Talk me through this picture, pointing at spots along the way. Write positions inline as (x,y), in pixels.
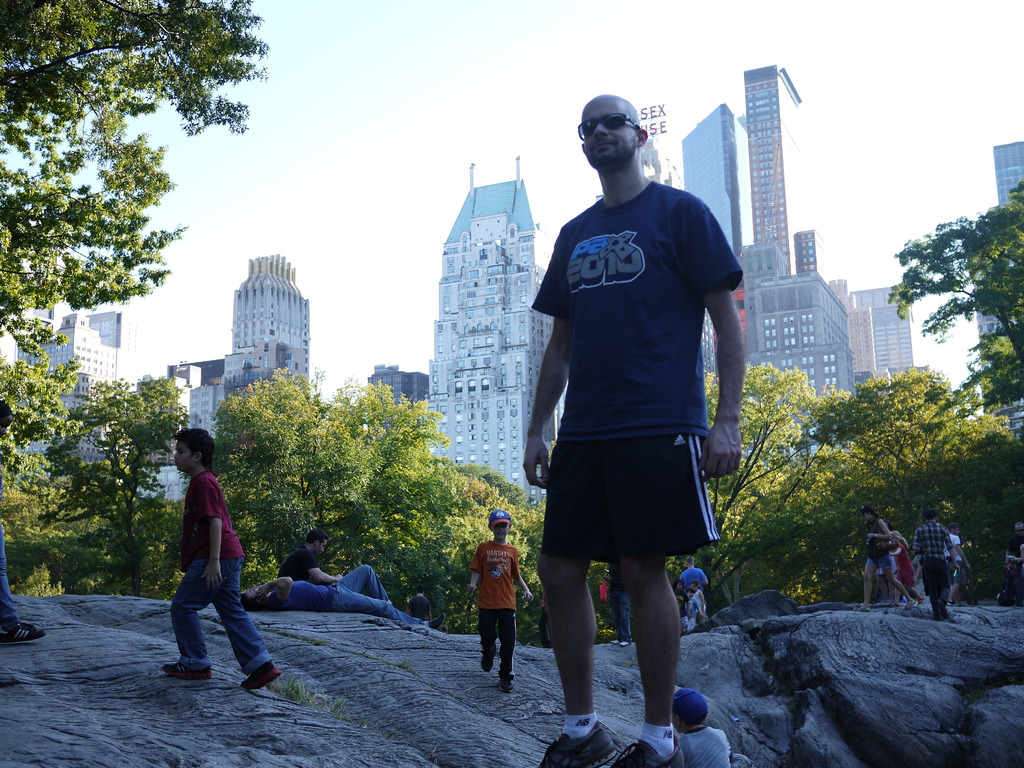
In this image I can see group of people (559,622) on rocks (497,680). There are trees (361,460), buildings (298,313) and in the background (499,177) there is sky (505,18).
